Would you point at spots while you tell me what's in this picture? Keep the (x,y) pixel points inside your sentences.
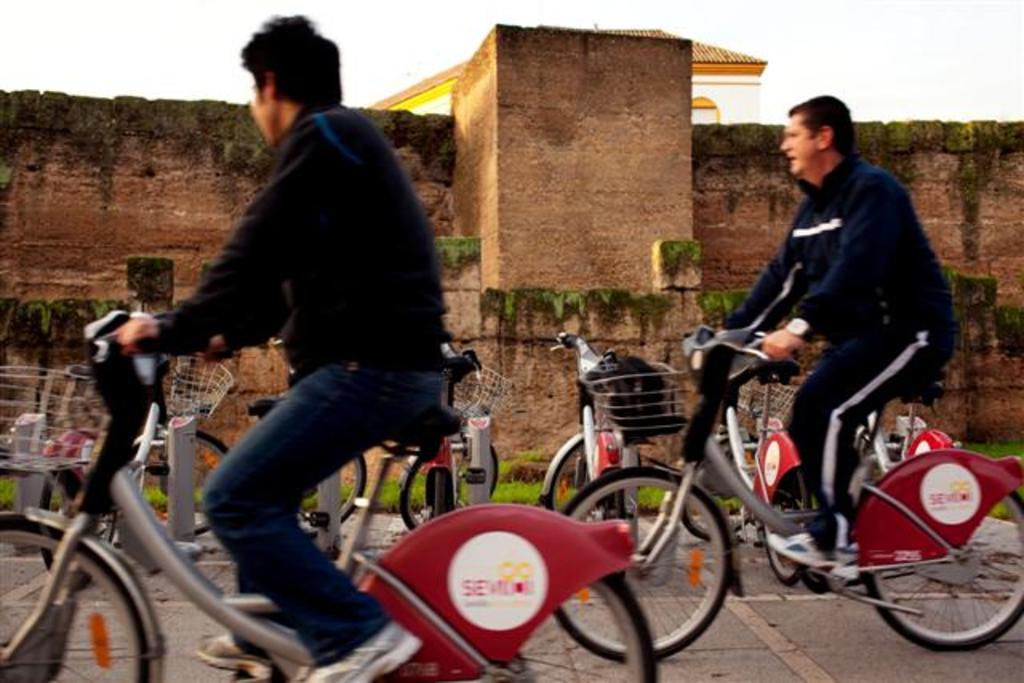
This picture is of outside. In the foreground (873,451) there are two persons (825,214) riding bicycles (387,573) and there are many bicycles (579,457) standing on the ground (801,640). In the background (959,57) we can see the sky (923,39), buildings (612,96) and the grass (506,483).
